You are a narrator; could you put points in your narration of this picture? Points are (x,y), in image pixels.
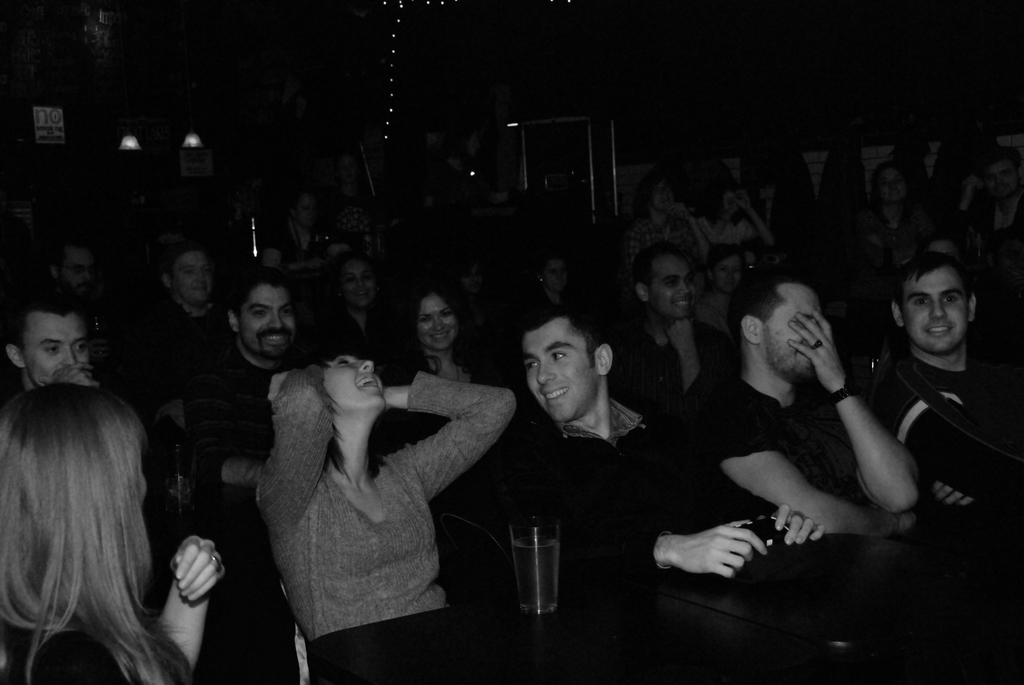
In this image I can see a beautiful woman (398,462) is sitting and smiling. There is a water glass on the table (548,632) and few other people (108,403) are sitting and smiling, on the left side (125,141) there are lights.
